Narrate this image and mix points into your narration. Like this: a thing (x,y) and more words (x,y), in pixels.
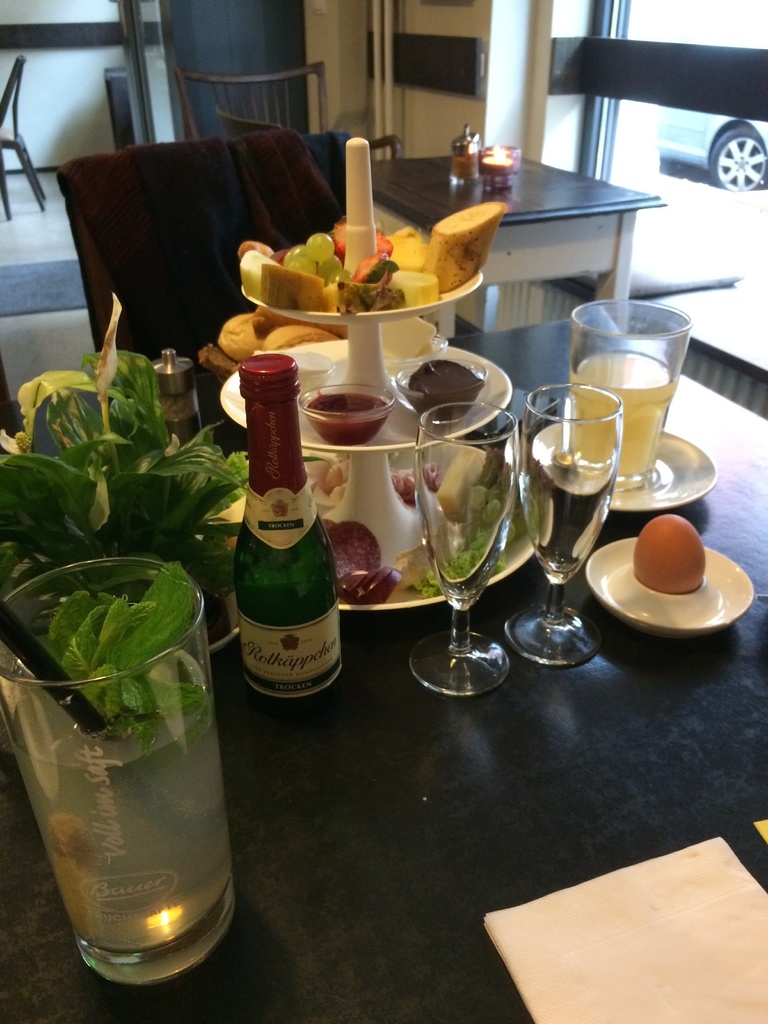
In this picture we can see glasses (615,328), plant (145,477) and some food items (413,483) on the table (556,740), and we can see couple of chairs (142,254), in the background (691,144) we can find a car (691,150).
